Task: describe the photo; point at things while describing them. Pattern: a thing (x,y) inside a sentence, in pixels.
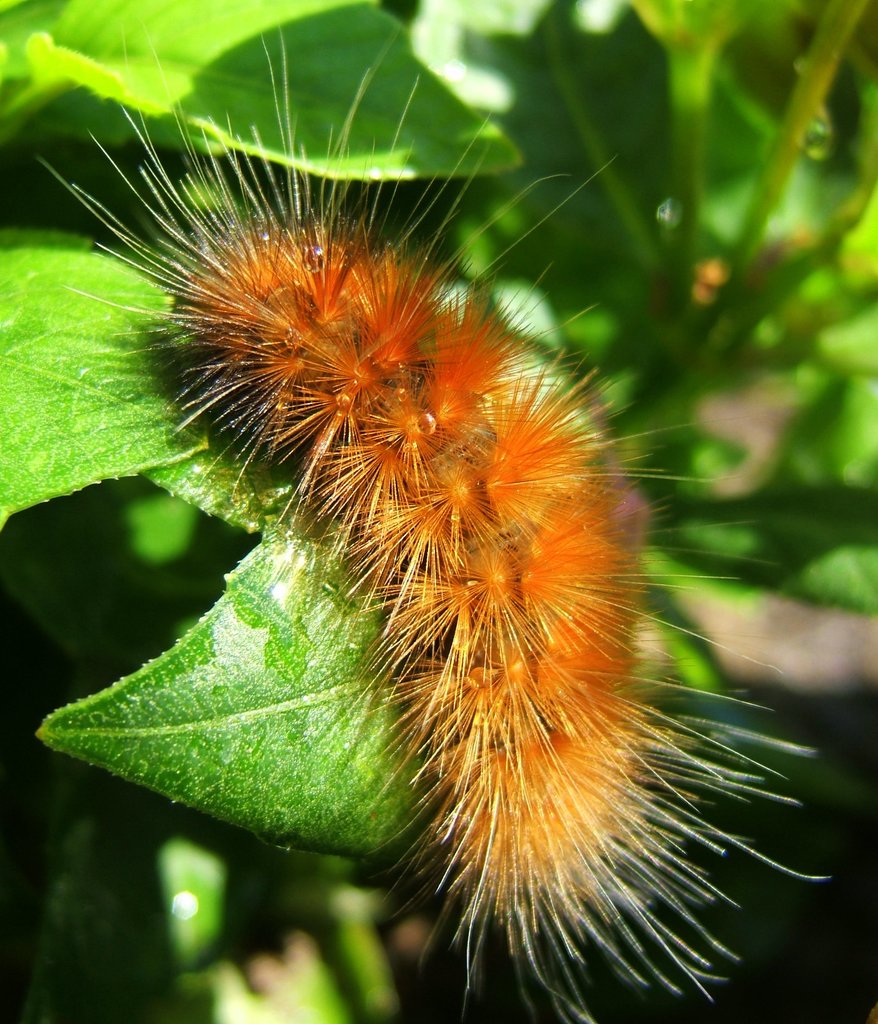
In the center of the image (487,494), we can see an insect (571,542) and in the background (286,174), there are plants (15,257).
